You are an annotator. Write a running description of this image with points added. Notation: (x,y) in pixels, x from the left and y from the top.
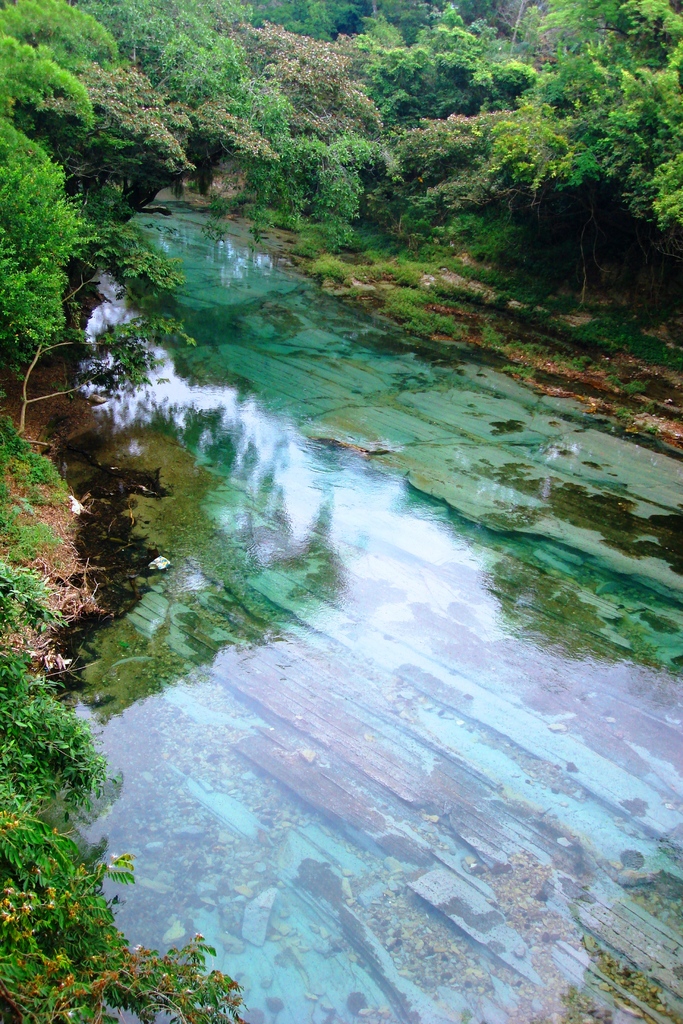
In the center of the image (311,590) we can see a pond (290,705). On the right side of the image (562,183) there are trees (540,24). On the left side of the image (160,21) we can see trees (205,121).
